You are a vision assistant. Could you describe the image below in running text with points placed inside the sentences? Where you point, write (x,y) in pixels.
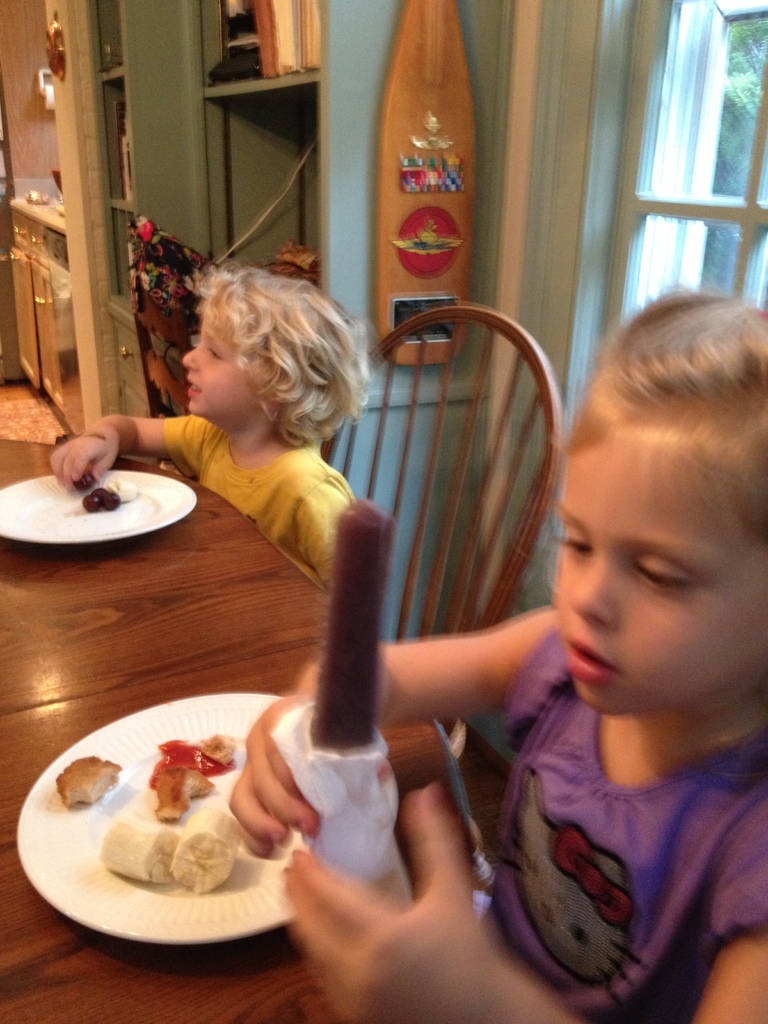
In this image I see 2 children (608,953) who are sitting on chairs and there is a table (69,1015) in front of them on which there are 2 plates (3,522) and food (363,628) on it, I can also see these 2 are holding some food (89,484) in their hands (304,920), In the background (131,14) I see the racks (122,386) and a window (683,1) over here.
